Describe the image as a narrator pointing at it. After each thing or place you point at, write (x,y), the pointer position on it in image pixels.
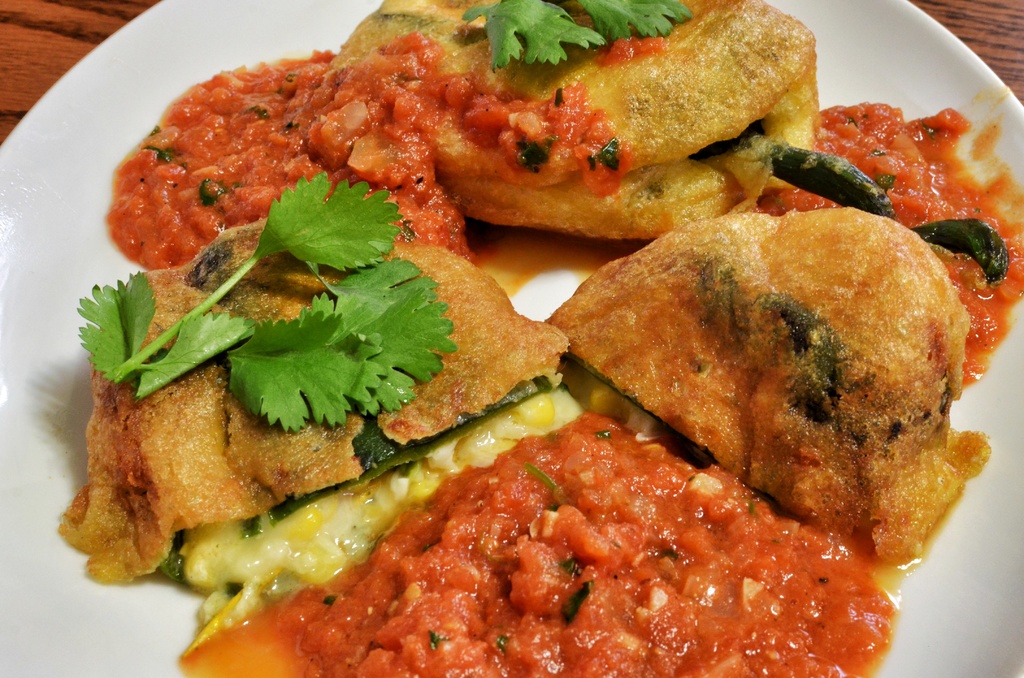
In this image, we can see food (317,357) on the white plate (881,57). On the right side (987,37) and left side (43,49) corner of the image, we can see the wooden surface (54,42).
